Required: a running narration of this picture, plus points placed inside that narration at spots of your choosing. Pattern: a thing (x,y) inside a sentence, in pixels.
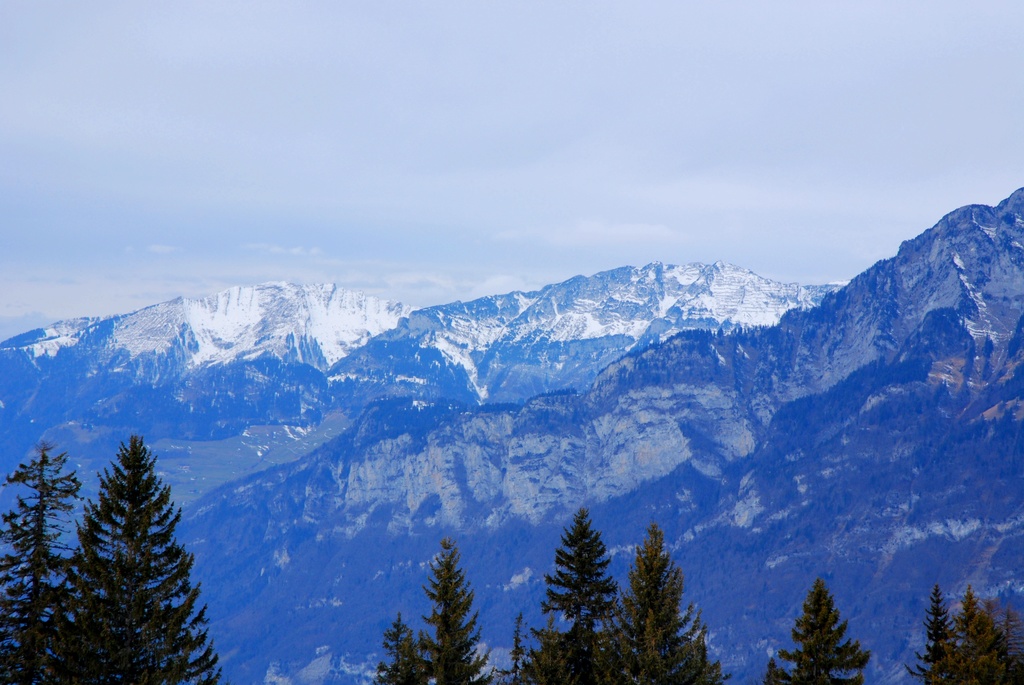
In the image we can see mountains (579,434), trees (447,546), snow (334,356) and a cloudy sky (331,250).
